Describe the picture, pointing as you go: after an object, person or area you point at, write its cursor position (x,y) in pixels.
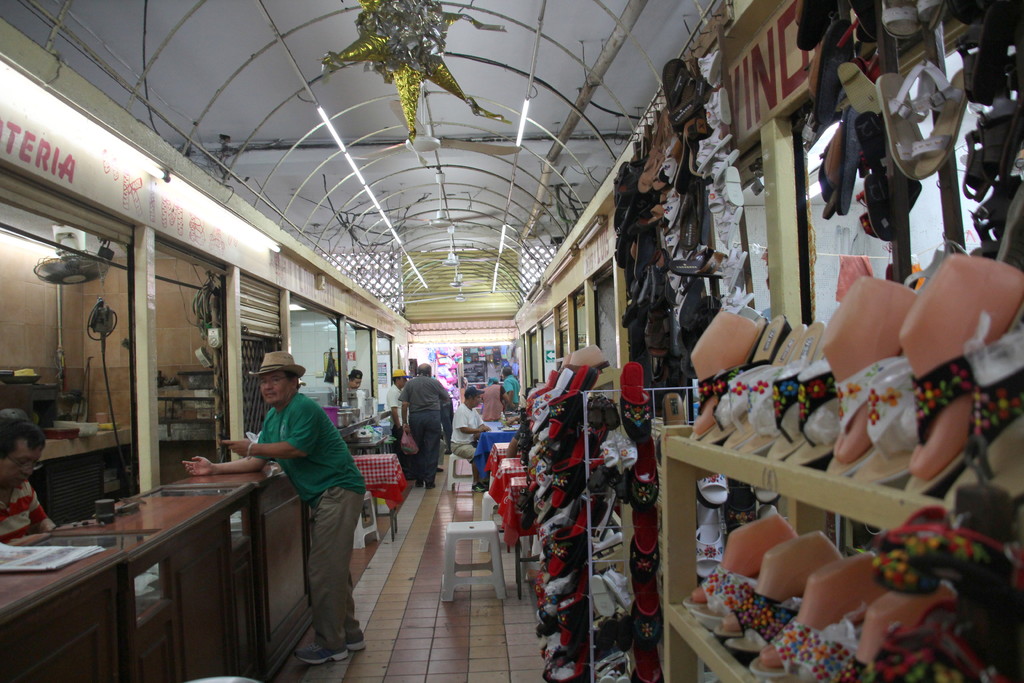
A picture inside of a footwear store (545,108). In this store (178,295) I can see lights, fan (452,148), decorative object (435,25), footwear's (569,440), racks (585,437), tables (369,478), grilles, tile floor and objects (378,434). Far we can see stores (465,370) and objects (493,374).
